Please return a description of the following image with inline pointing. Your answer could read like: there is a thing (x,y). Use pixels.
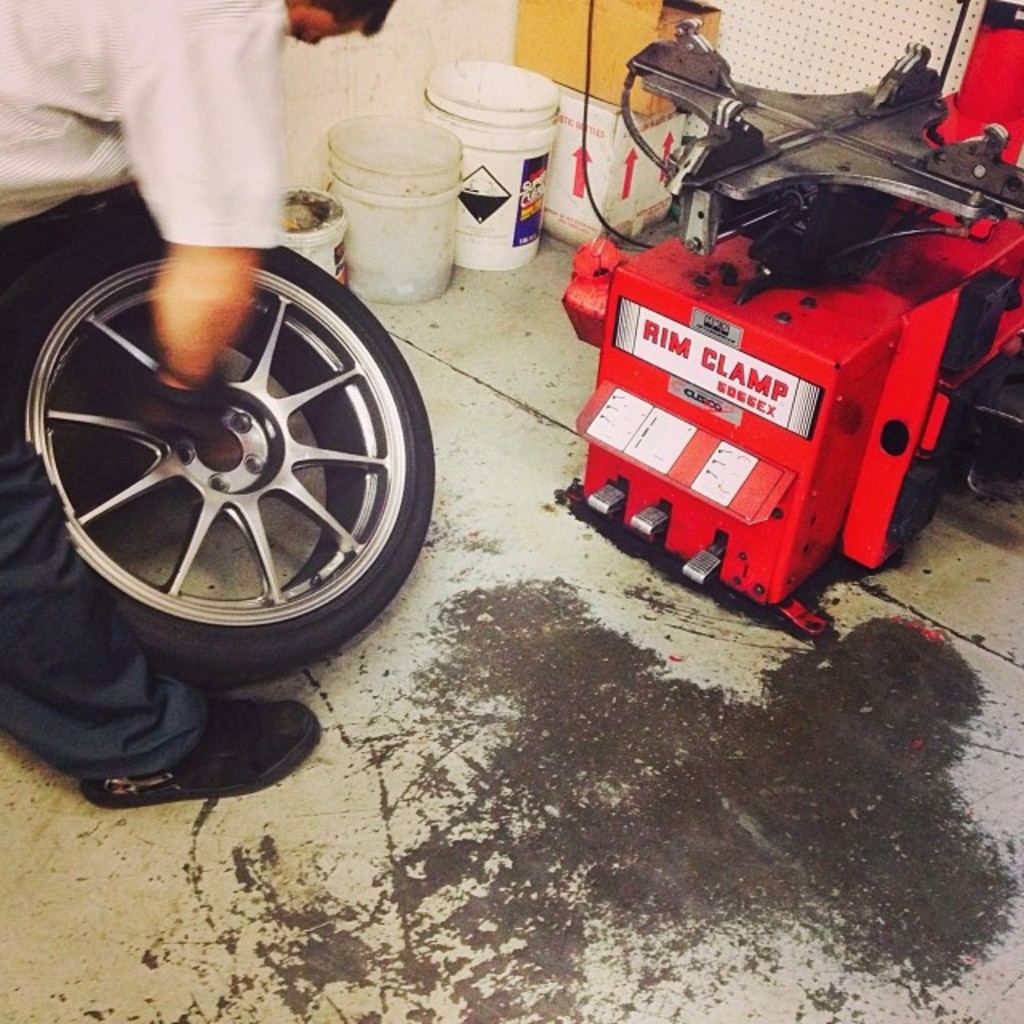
In this image, we can see a person (223,280) holding a tire (248,322) and in the background (398,156), there are buckets (436,159), a machine (638,268) and we can see some boxes (561,27). At the bottom (464,826), there is a floor (390,825).
